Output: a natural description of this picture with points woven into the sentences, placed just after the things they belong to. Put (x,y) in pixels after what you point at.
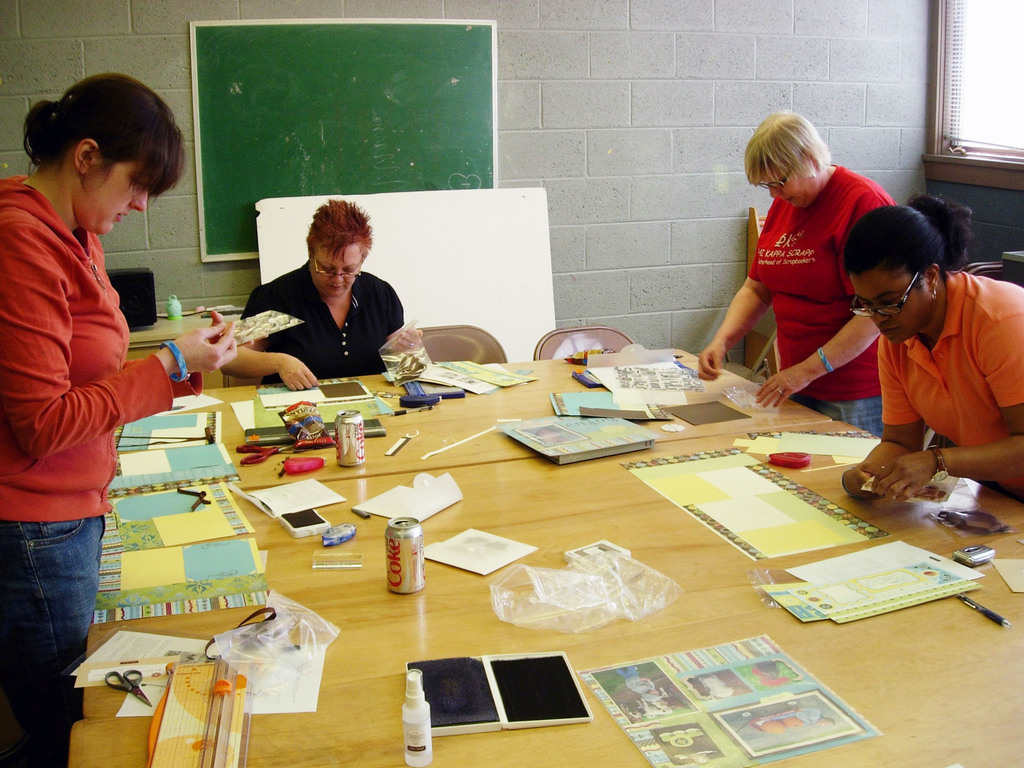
in the picture we can see women (304,340) doing some work, with the table (572,489) in front of them, in the table (528,487) there are different materials of paper (384,509), scissors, cover (556,590), glue bottles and e. t. c. here we can sees a board (453,95) on the wall (566,50), here we can also see the chair (569,333), here we can see a window (933,95) near to the wall (884,85), here the women (122,356) are doing some work with that material (611,436).
